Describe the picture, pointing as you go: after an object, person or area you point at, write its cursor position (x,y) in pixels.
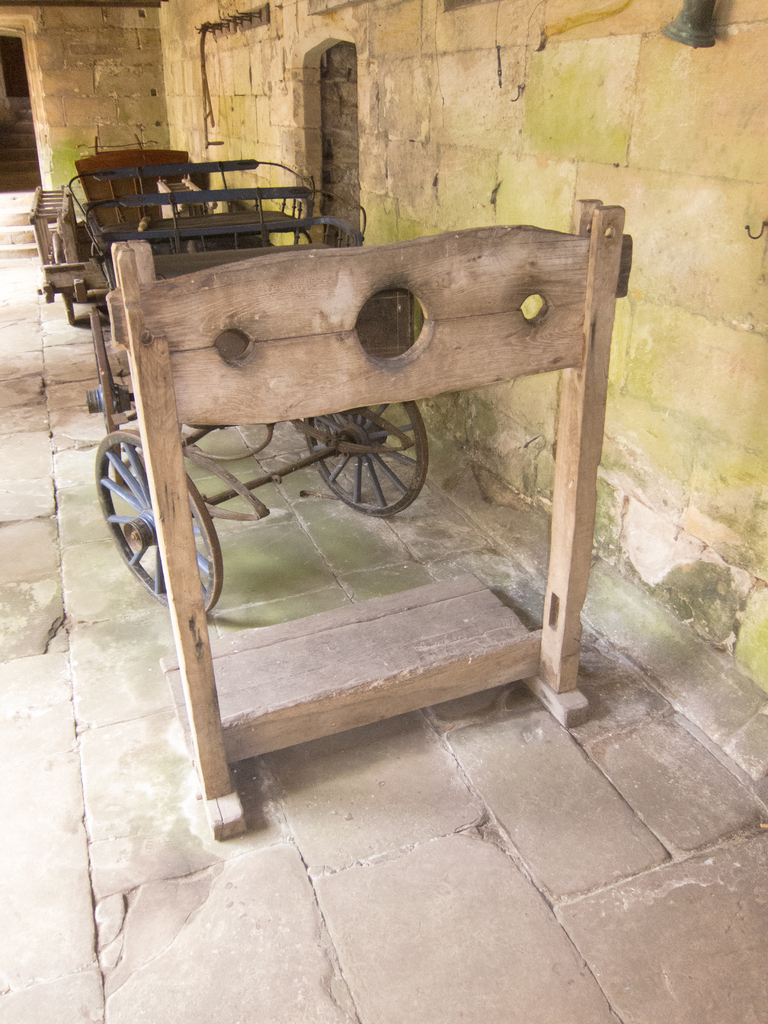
In this picture it looks like a wooden stand (394,694) and an iron cart (236,167) kept in a place made of stone walls (480,225) and floor (195,844).
